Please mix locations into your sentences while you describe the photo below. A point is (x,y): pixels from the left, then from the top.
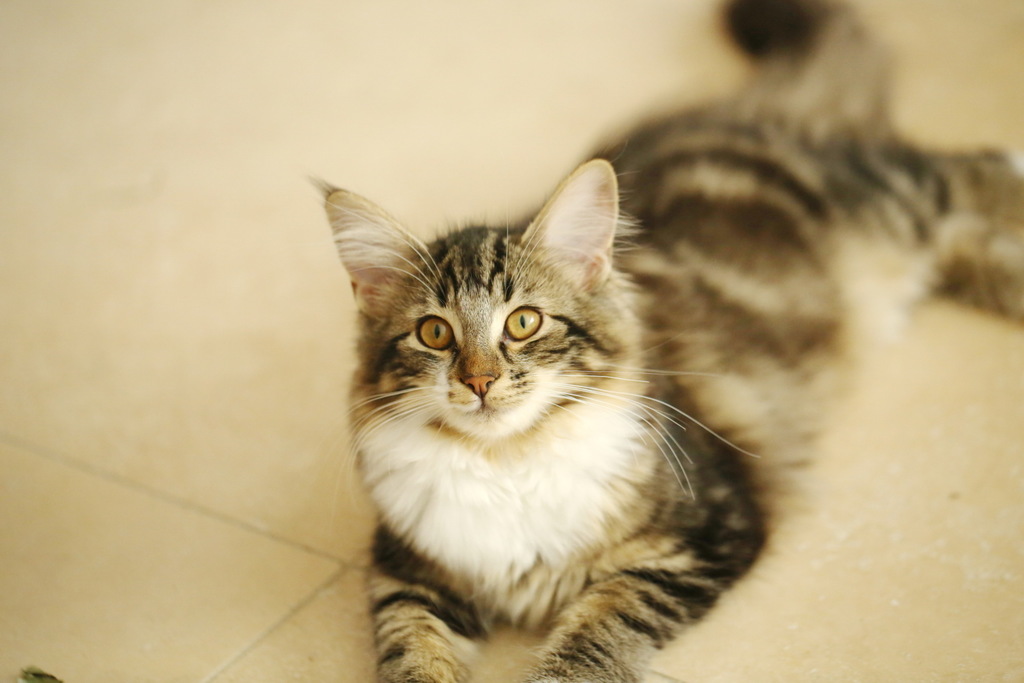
In this image I can see a cat (454,306) on the floor (792,500). The cat (687,488) is in white and black color and the floor (221,542) is in cream color.
